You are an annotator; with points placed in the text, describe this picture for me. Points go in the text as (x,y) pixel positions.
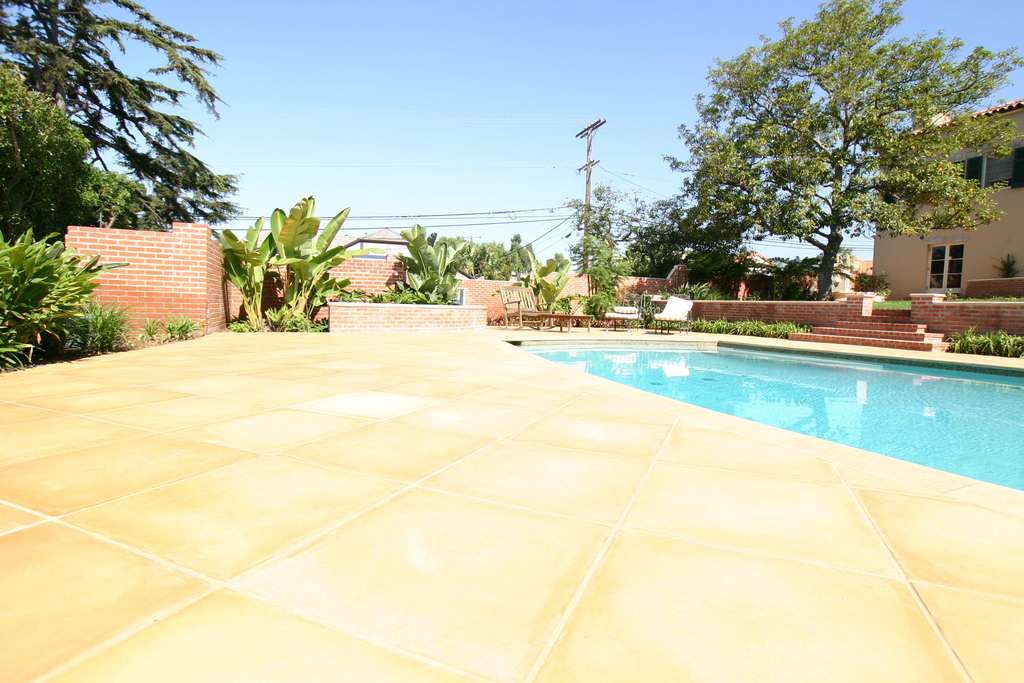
In this image there is a building (878,257), in front of the building (959,266) there is a swimming pool (746,366) and there are a few chairs (621,313) and tables (571,312) arranged, there are trees (886,145), plants (32,304), fencing wall (210,284), behind that there is a utility pole (587,202). In the background (369,78) there is the sky (345,140).
